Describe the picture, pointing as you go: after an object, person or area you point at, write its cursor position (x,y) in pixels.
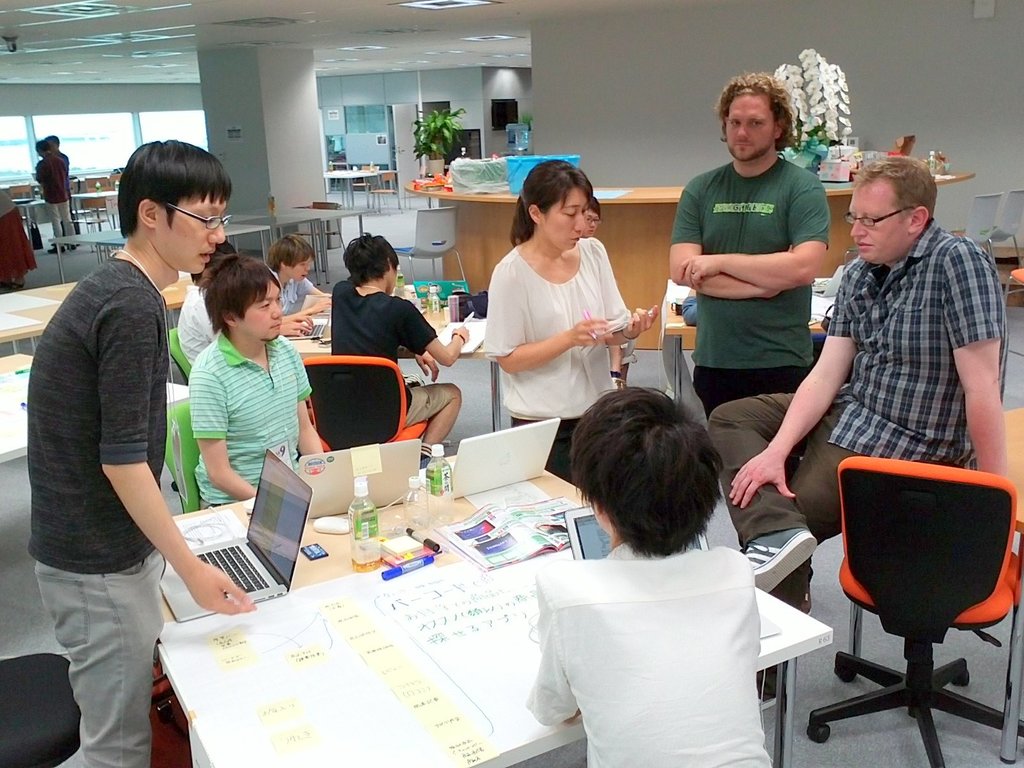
In this picture there are some people (118,293) sitting on the chair (311,411) around the table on which there are some things (553,425) and behind them there is a desk (492,194) and some other chairs (99,188) and tables (96,236).
